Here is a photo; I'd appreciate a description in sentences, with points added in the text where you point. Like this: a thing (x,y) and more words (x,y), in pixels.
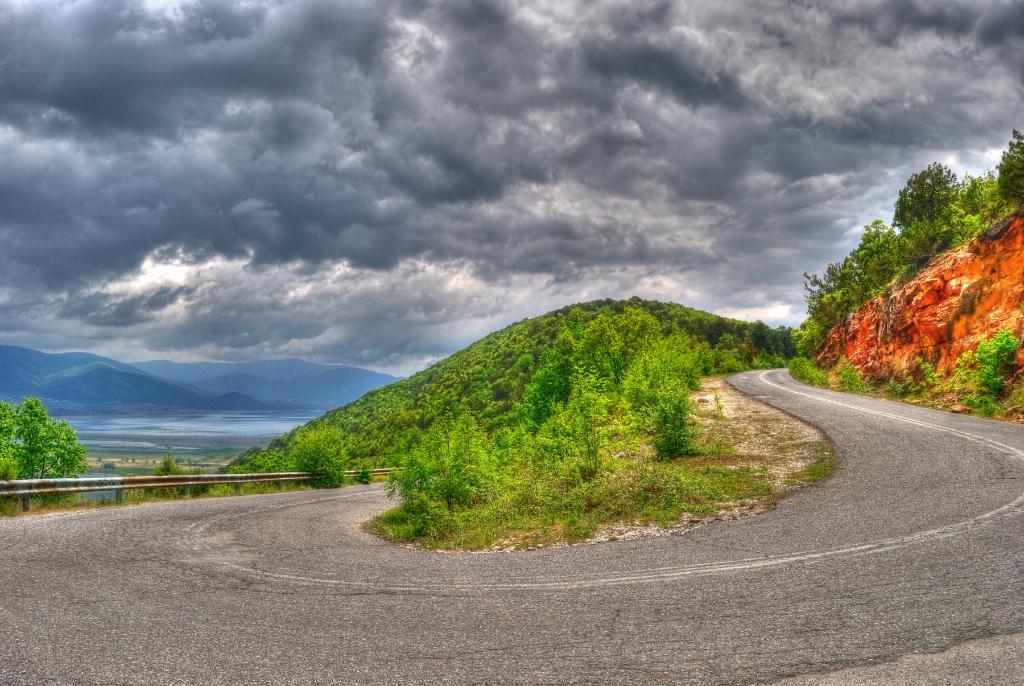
A steep curve (378,484) of a road (185,513) with a barrier (369,476). There are small plants (635,456) beside the road (800,392). There are some hills (525,395) and a water body (228,414) in the background (336,387). The sky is clouded.
